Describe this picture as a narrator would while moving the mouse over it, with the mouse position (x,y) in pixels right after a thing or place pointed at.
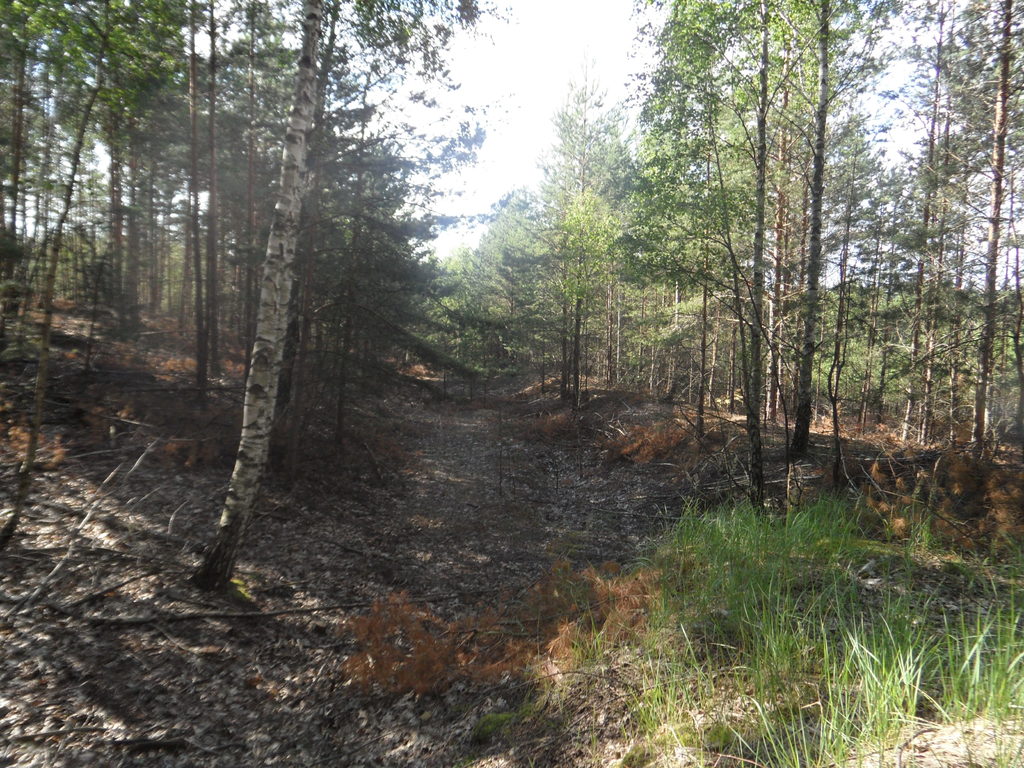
In this image, we can see trees (555,297) and at the bottom (413,531), there is ground (413,531) and some part of it is covered with grass (793,618).
